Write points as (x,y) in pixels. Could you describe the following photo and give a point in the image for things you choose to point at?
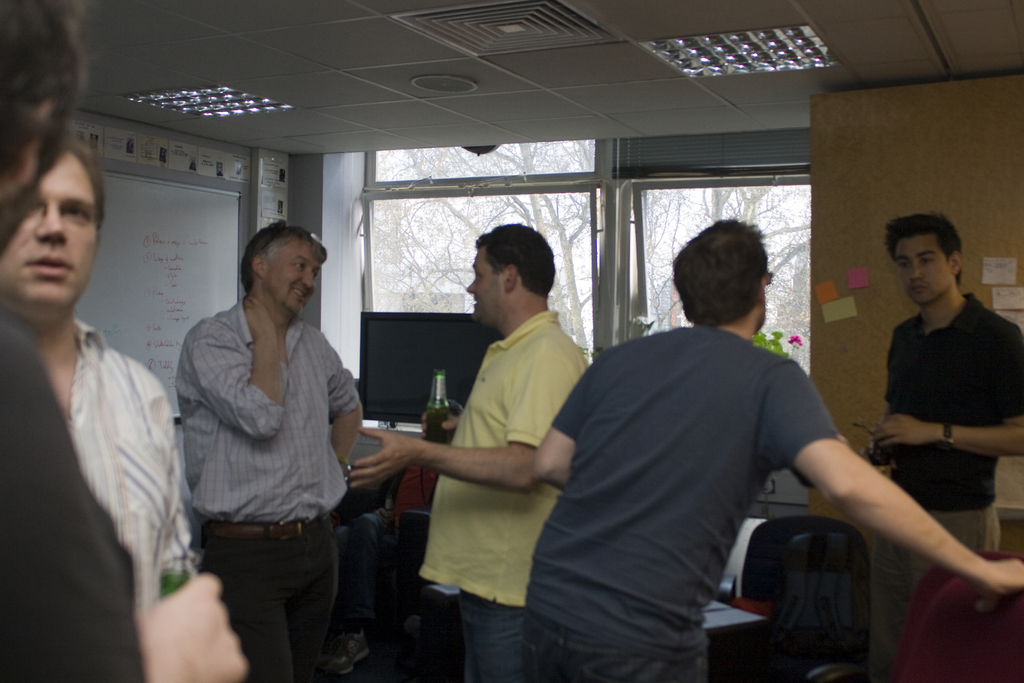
As we can see in the image there is a wall (840,348), windows (559,183), white color board (199,221), lights (749,52), few people (653,435) here and there, chairs (780,560) and a table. On table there is a screen (380,370). The man (476,375) standing in the middle (501,291) is holding a bottle (440,409). Outside the window (457,221) there are trees (527,214).
